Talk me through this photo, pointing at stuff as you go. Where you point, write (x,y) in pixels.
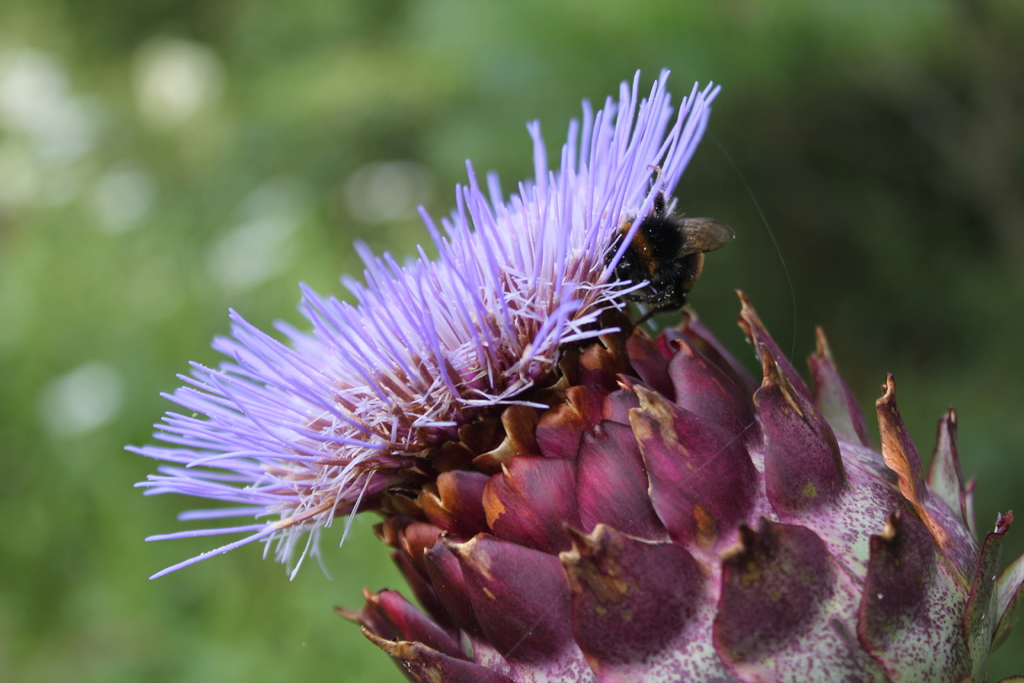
In this image I can see a flower (417,308) which is in violet color and its leaves (494,504) are in pink color. On this flower (605,244) I can see a bee (674,256).
